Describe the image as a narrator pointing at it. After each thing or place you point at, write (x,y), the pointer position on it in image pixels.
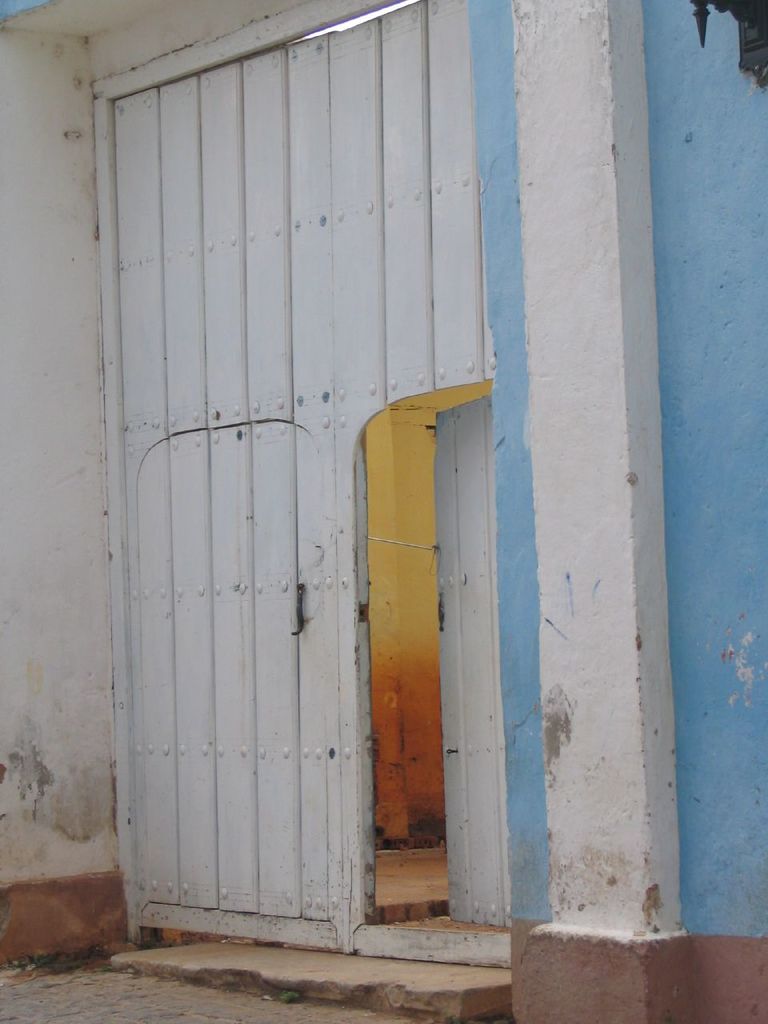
In this image I can see the white color wooden door (293,319). To the side of the door (158,826) I can see the blue color wall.
